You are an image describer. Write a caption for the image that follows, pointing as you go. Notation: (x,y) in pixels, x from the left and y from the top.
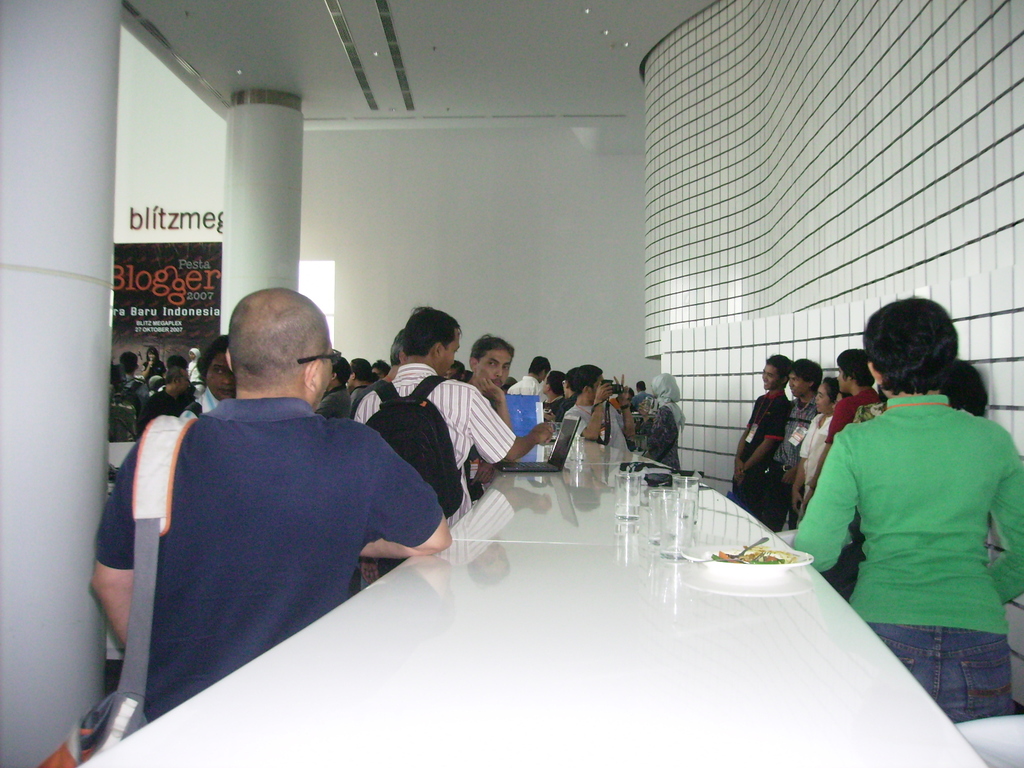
In this picture there are group of people (452,410) who are standing in a line. There is a glass (634,499), a spoon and food (754,554) in the plate (744,566). There is a poster (144,291) at the background (145,282).
